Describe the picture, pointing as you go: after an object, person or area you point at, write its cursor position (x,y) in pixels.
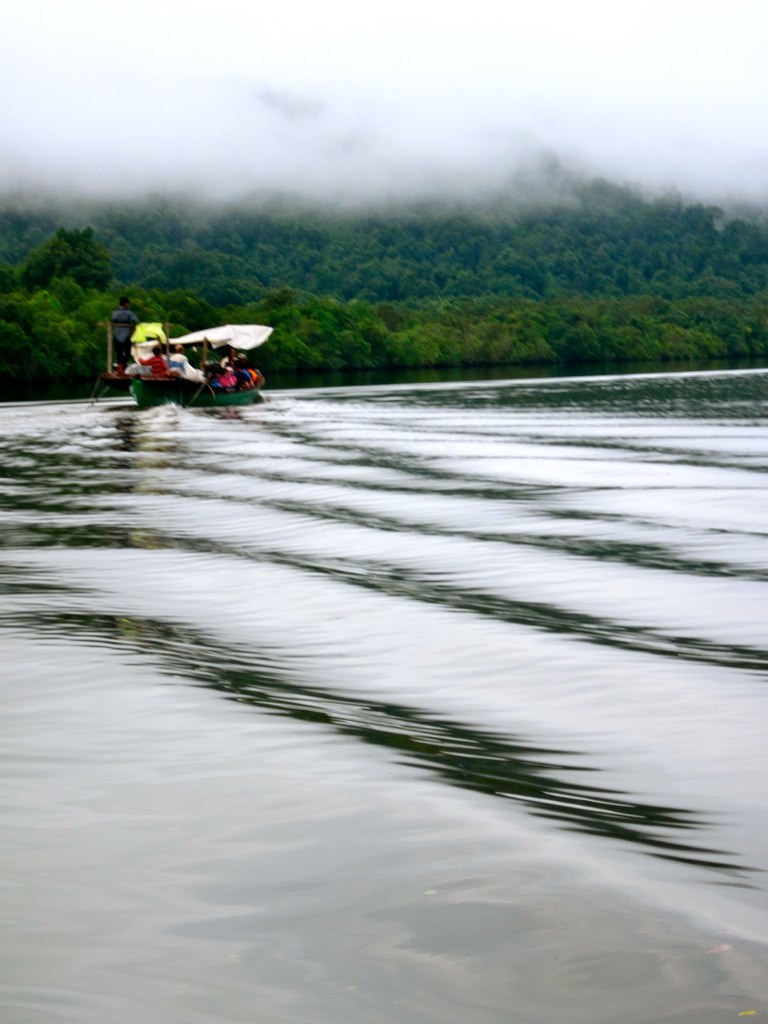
In the picture we can see water (398,889) on it we can see a boat (251,389) with some people (253,378) sitting on it and in the background (384,350) we can see plants (433,348), trees (374,274) and fog (520,166).
